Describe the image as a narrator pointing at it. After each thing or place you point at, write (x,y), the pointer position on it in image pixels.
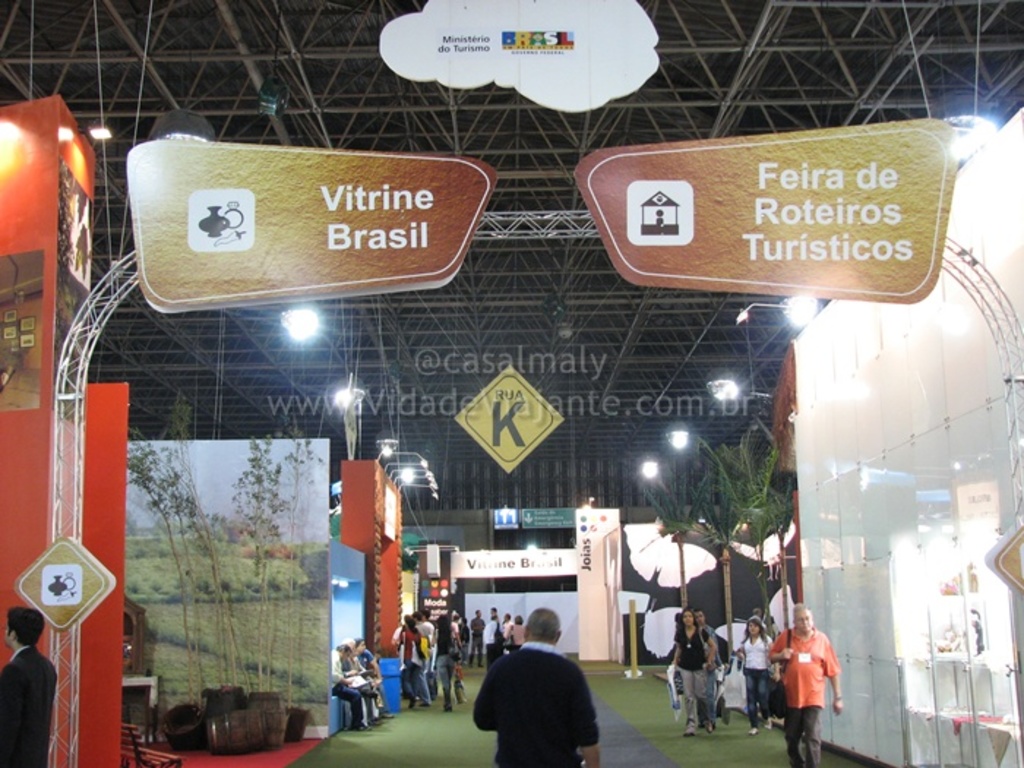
In this image we can see persons (412,628) sitting on the benches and some (471,649) are walking on the floor (470,732), advertisements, electric lights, decor trees (714,516), information boards (392,213) and iron grills (516,135).
